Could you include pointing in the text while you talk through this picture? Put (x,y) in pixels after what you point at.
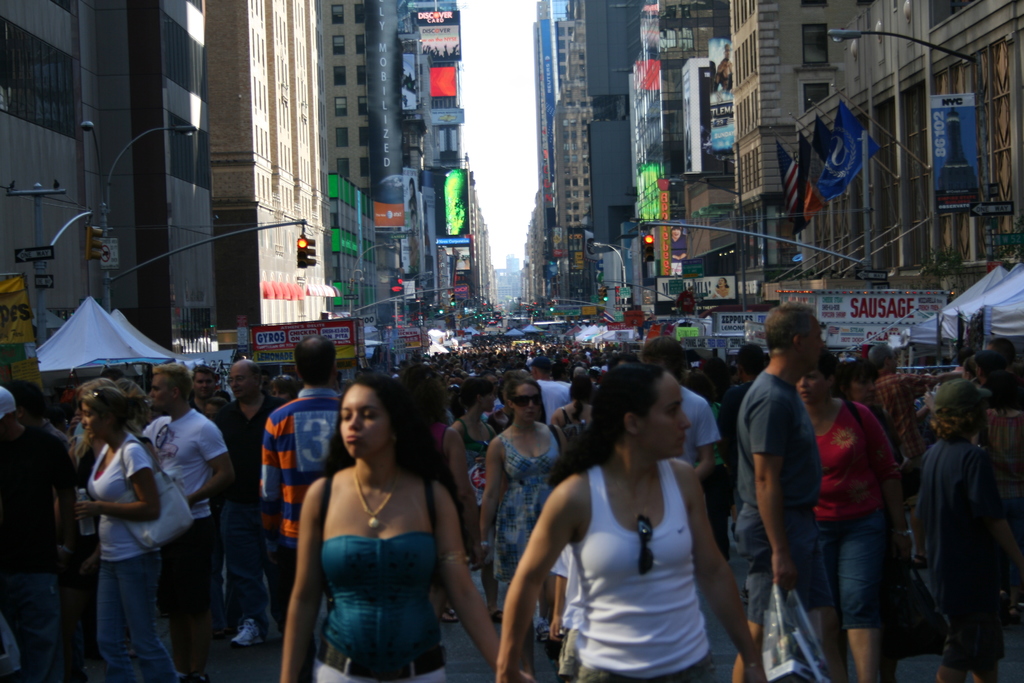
In this image I can see the group of people (483,495) with different color dresses (694,417). To the side of these people (562,415) I can see the building (142,306) and many boards (456,229) and flags (836,182) attached to it. In the background (488,209) I can see the sky (494,138).
